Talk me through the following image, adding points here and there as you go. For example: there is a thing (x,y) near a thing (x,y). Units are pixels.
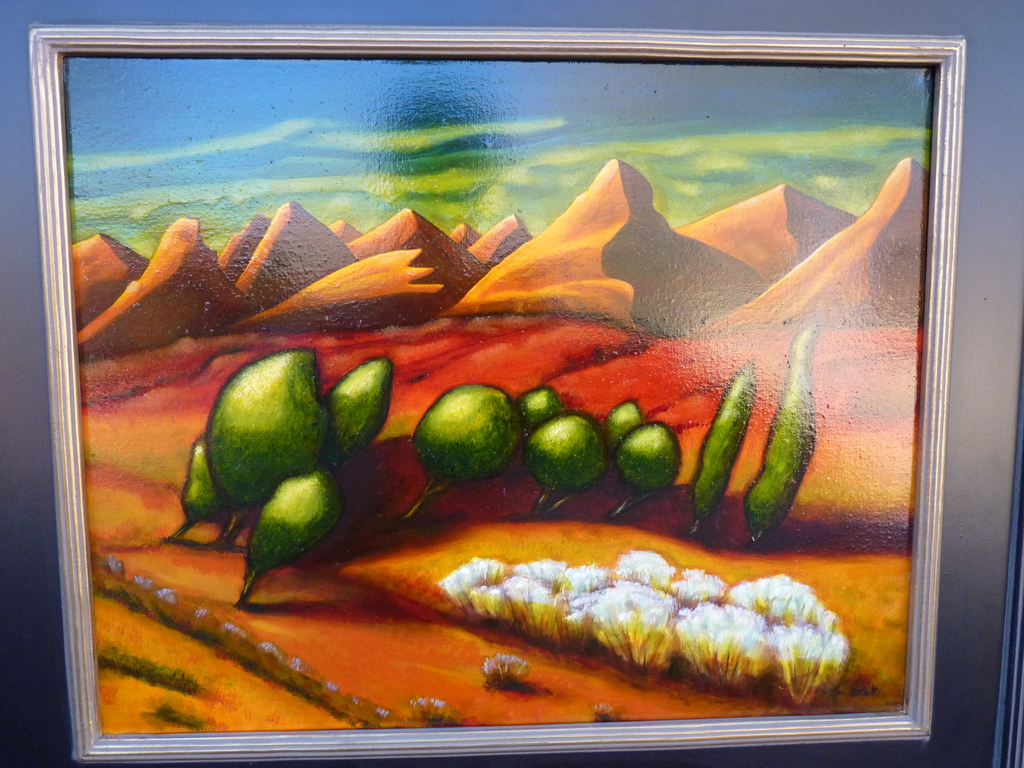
In this image we can see the photo frame (399,298). And we can see the hills (195,266) and some other objects (491,665).
